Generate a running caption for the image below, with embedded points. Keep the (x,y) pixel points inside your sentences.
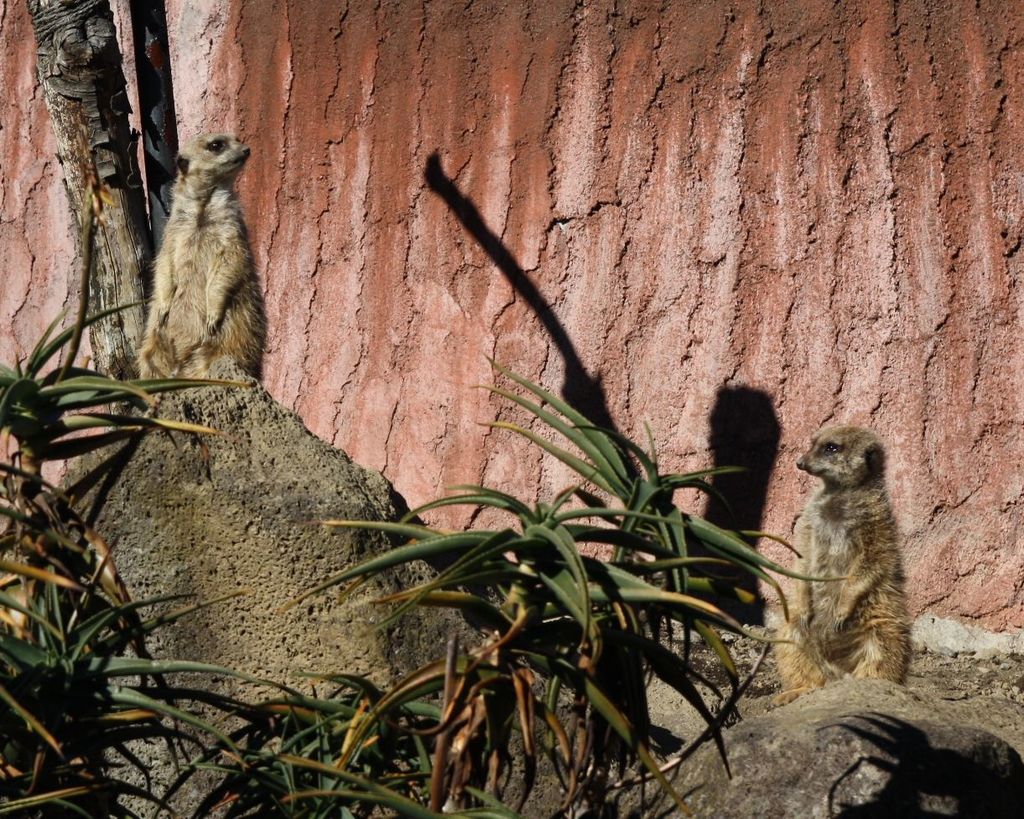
In front of the image there are plants (515,584) with leaves (207,428), behind the plants (89,585) there is a tree (77,219), beside the tree (122,263) there are two animals (172,326), behind the animals (185,340) there is a wall (555,211).
